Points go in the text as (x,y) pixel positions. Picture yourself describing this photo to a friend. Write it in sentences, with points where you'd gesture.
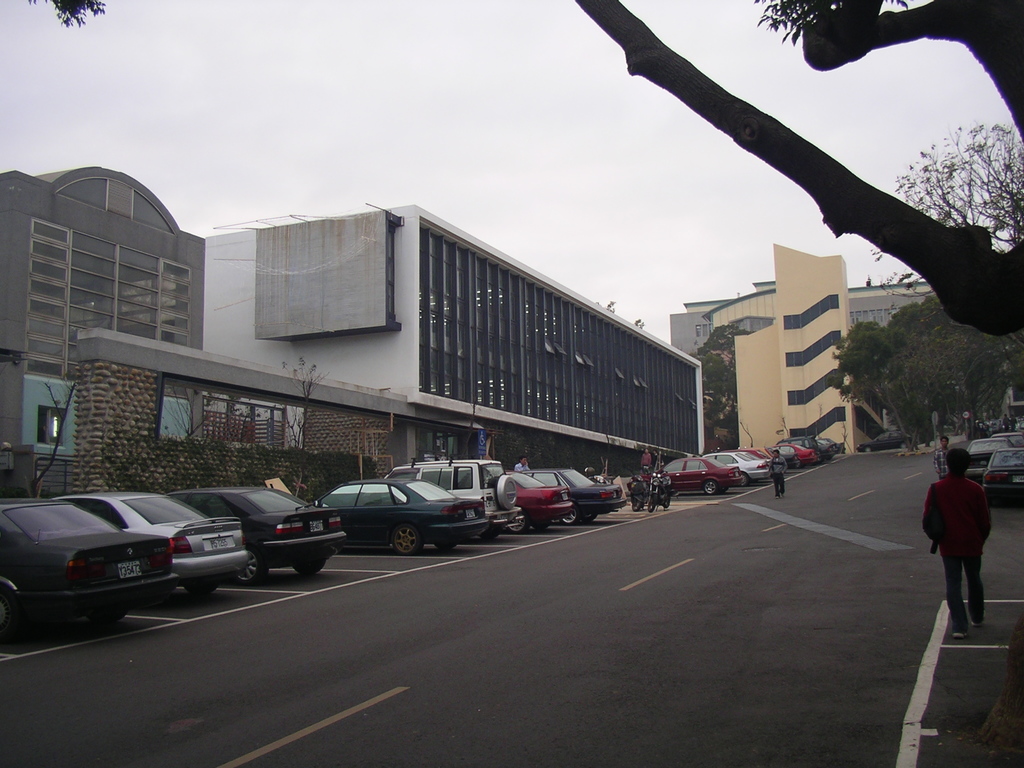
In the middle of the image (559,481) we can see some vehicles (413,487), motorcycles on the road (993,689) and few people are walking. Behind them we can see some buildings (30,293), trees (597,4) and plants (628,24). At the top of the image (197,40) we can see some clouds (103,57) in the sky (103,57).
